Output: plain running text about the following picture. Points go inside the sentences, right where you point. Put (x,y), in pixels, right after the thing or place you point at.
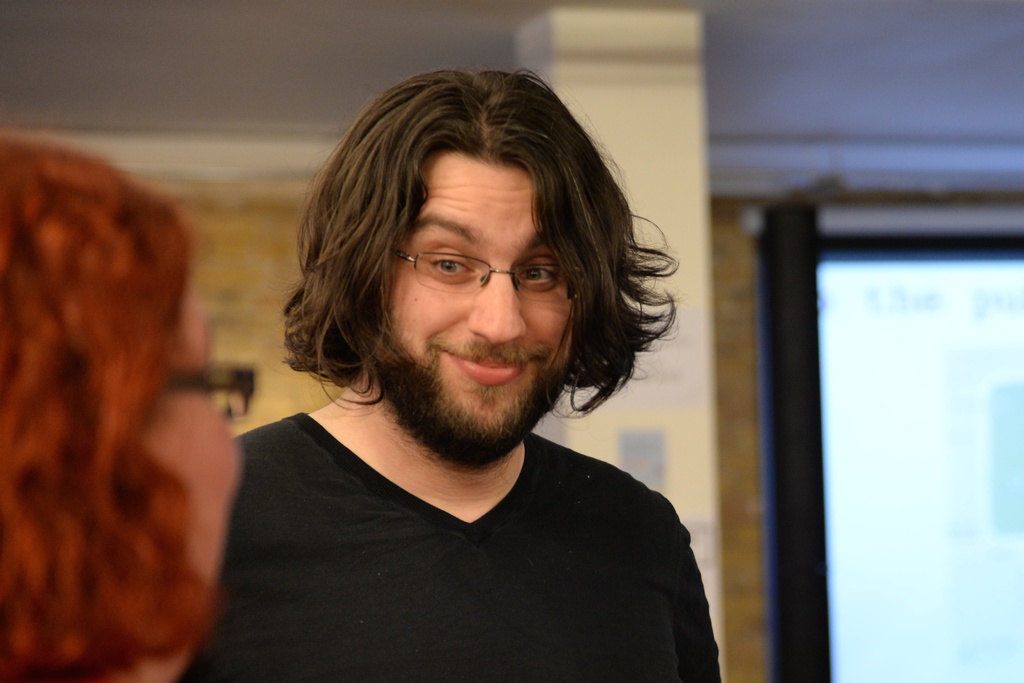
In this picture there is a man (400,93) standing and smiling and there is a woman (200,521). At the back (266,227) there is a pillar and there is a screen (848,298) and there is text (933,309) on the screen (933,309) and there is a wall (253,285).
